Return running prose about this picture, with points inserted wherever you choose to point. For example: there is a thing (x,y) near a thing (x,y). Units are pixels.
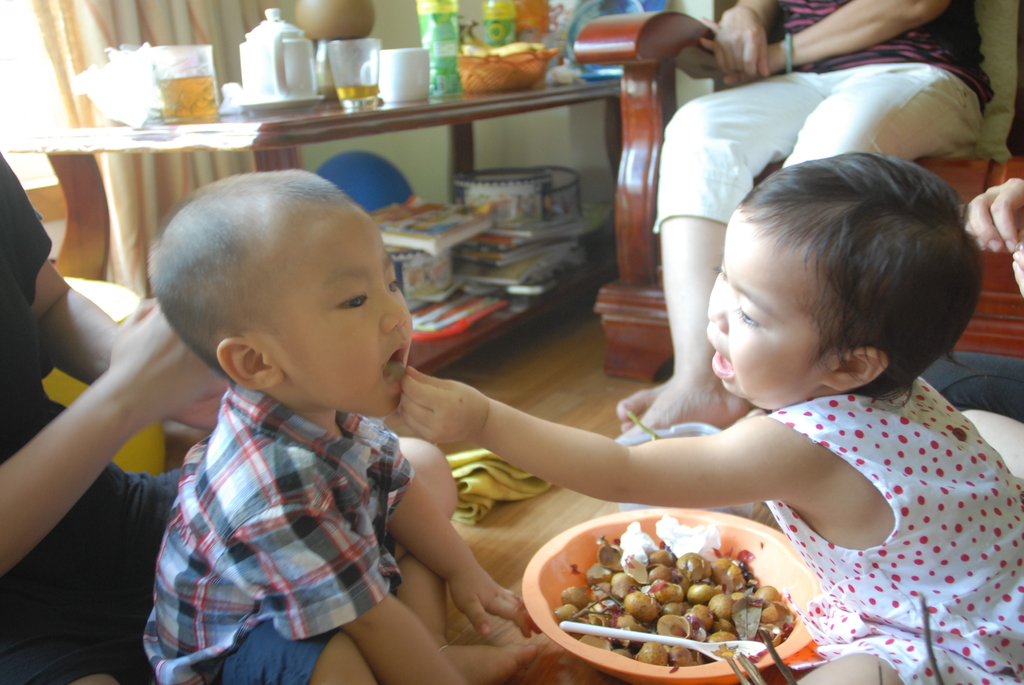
In this image we can see a group of people (940,256) sitting. In the foreground of the image (748,585) we can see a bowl (761,574) containing food (685,653) and spoon (710,652) placed on the floor (476,521). In the background of the image (495,256) we can see group of glasses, cup (394,95), jar (272,57), books (468,218) and some objects (538,192) placed on the table (423,110). At the top of the image (198,172) we can see the curtains (198,26).
